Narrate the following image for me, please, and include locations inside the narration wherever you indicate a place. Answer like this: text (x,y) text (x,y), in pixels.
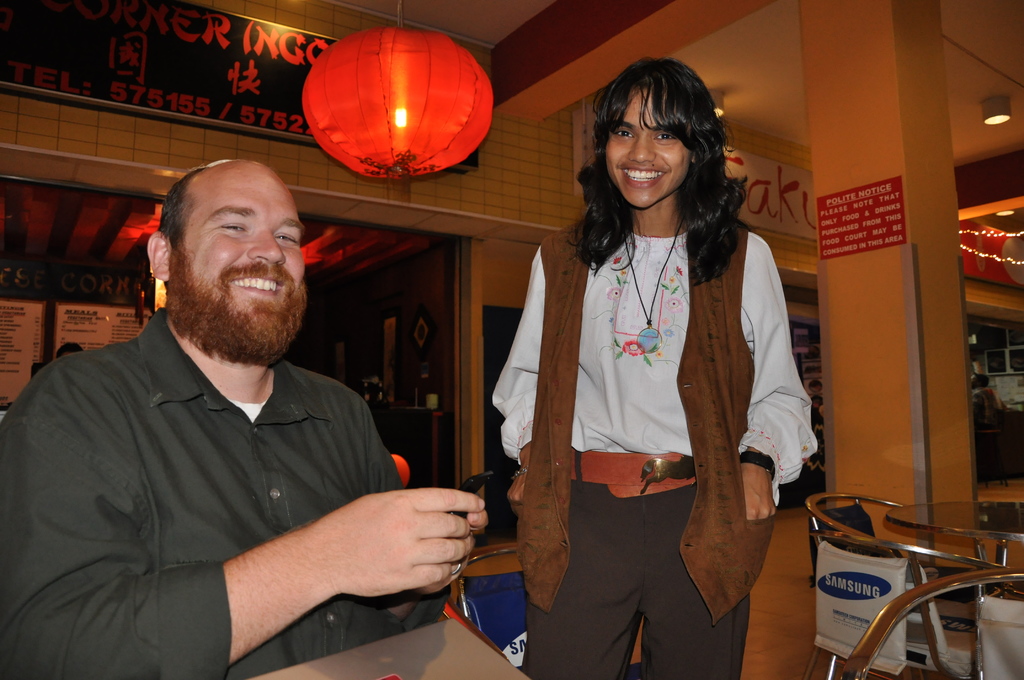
In the center of the image (525,363) a lady (603,243) is standing. On the left side of the image (258,418) a man (258,418) is sitting and holding an object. On the right side of the image (937,286) we can see table (999,554), chairs (919,611), boards (875,231), wall (916,294), lights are there. In the background of the image (58,270) we can see door (401,283), wall (275,153), boards (220,107), lights (377,131) are there. At the top of the image (545,42) there is a roof (742,31). At the bottom of the image (790,624) there is a floor (776,635).
